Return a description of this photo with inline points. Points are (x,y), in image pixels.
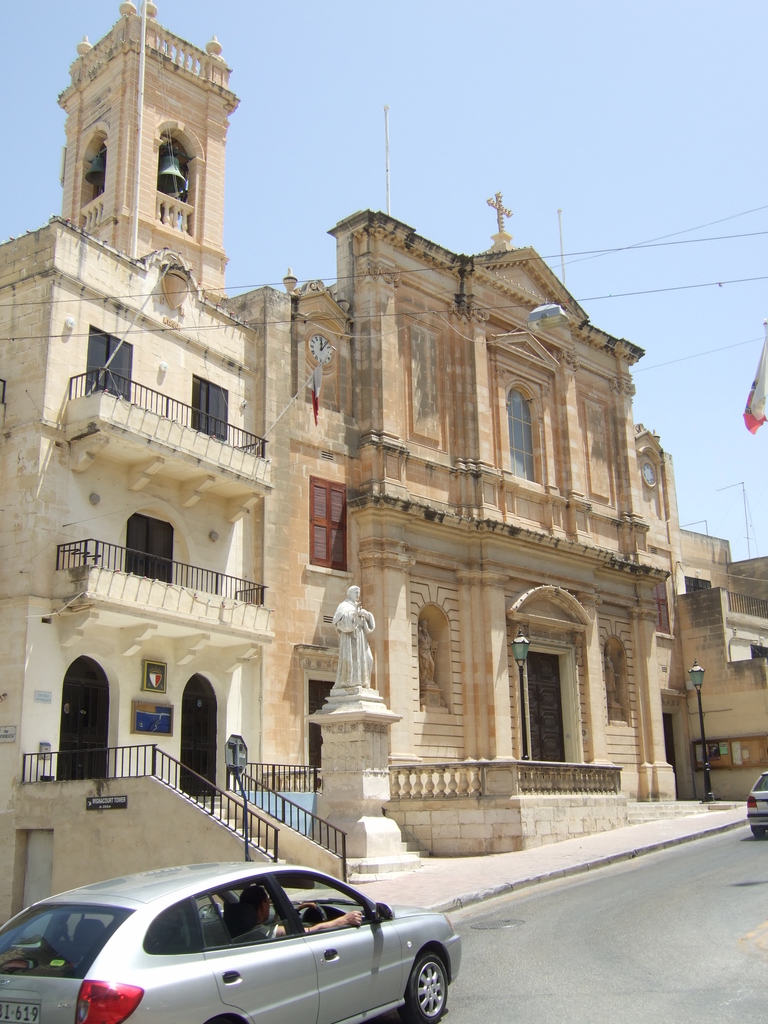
In the image we can see buildings (464,607) and windows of the buildings (234,497). We can even see vehicles (749,808) on the road (662,928), here we can see the fences (197,771), stairs (224,815) and electric wires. We can even see sculpture (347,645), cross symbol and the sky (547,111).
